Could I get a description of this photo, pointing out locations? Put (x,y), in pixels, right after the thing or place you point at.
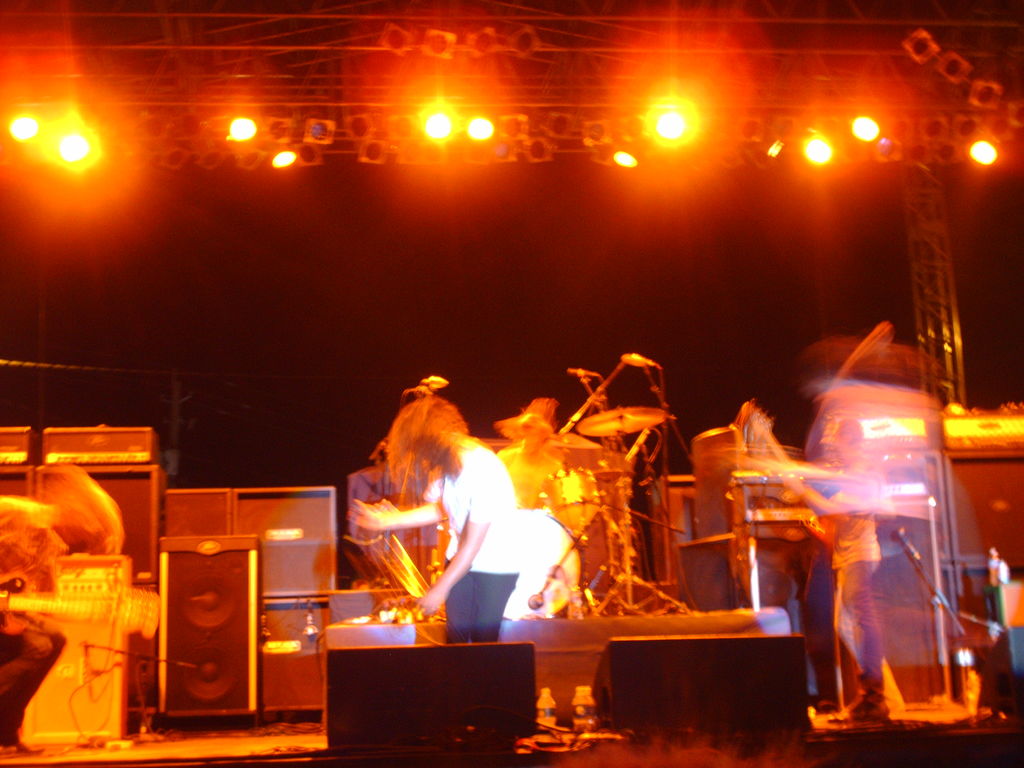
In this picture I can see few people (30,680). There are drums (616,478), cymbals (603,421) with the cymbals stands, speakers (183,701) and some other objects (950,611), and in the background (399,153) there are focus lights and lighting truss (1003,25).
